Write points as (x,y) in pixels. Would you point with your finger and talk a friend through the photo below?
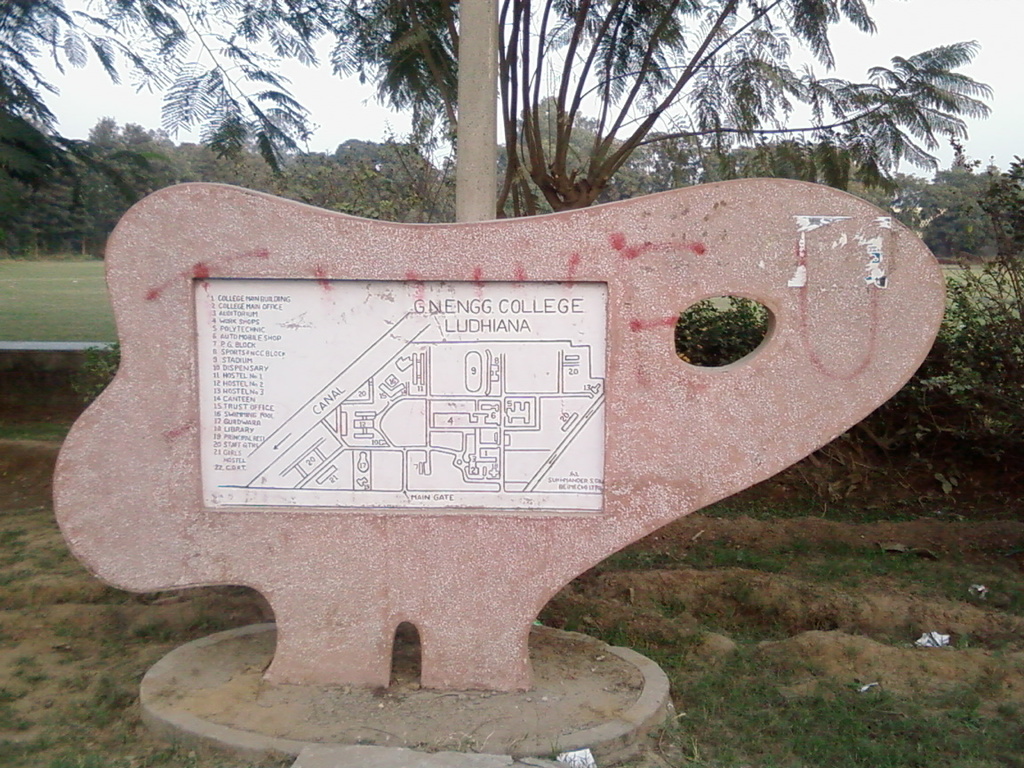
In this image, I can see a route map (507,346) on the stone (737,392). In the background (356,166), there are trees (885,173) and the sky (354,80). At the bottom of the image (788,663), I can see the grass (844,705).
